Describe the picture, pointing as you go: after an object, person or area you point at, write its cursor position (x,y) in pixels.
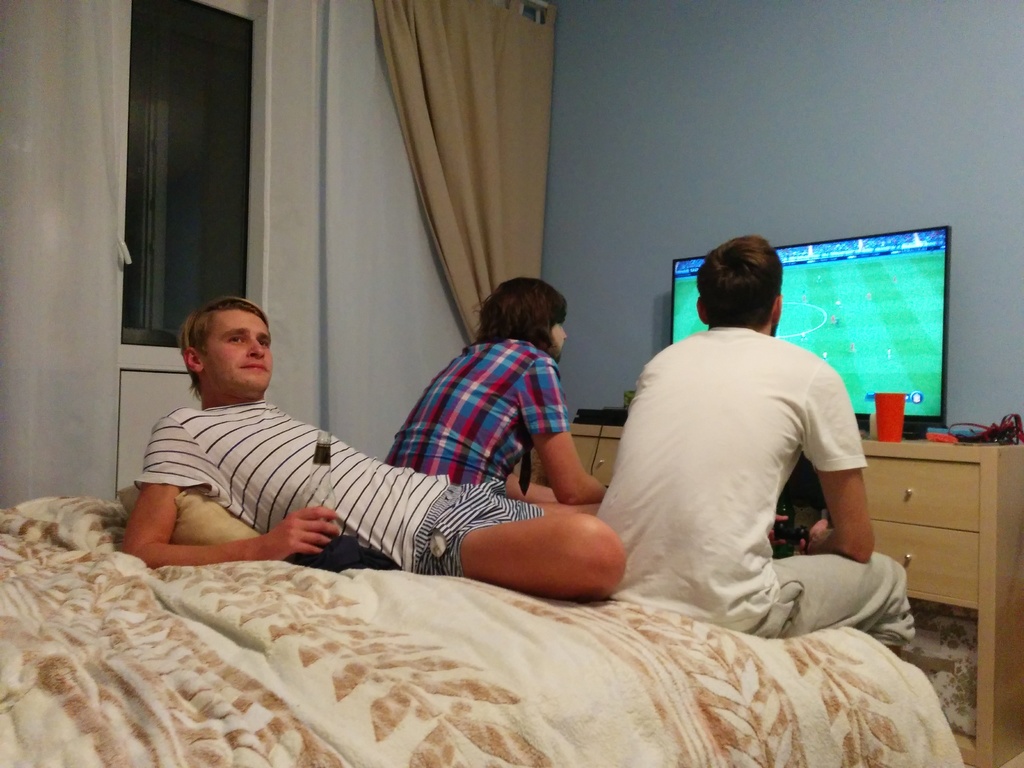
In this image I can see three men (475,503) sitting on the bed (653,617). Two are looking into the TV (874,343) and one is holding a bottle (332,487) in hand (314,523). This is an inside view. On the top of the image (466,113) there is a curtain (506,145). On the right side (925,499) there is a table (925,519) on which a glass (891,424) and a monitor (896,356) are placed.
